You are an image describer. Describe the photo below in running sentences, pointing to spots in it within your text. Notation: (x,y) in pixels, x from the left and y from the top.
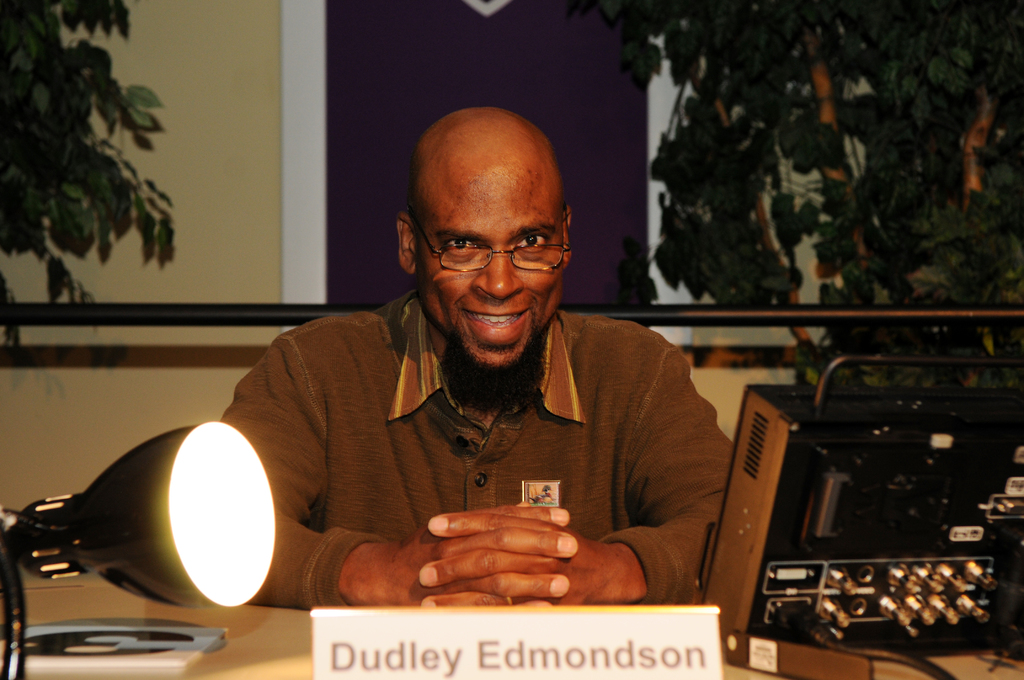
At the bottom of the image (94,599) we can see a table (104,613), on the table (62,621) we can see a electronic device (767,486), book (210,631) and light (266,493). Behind the table (244,643) a person (714,475) is sitting and smiling. Behind him we can see fencing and plants (68,140). At the top of the image (197,115) we can see wall (197,115).
